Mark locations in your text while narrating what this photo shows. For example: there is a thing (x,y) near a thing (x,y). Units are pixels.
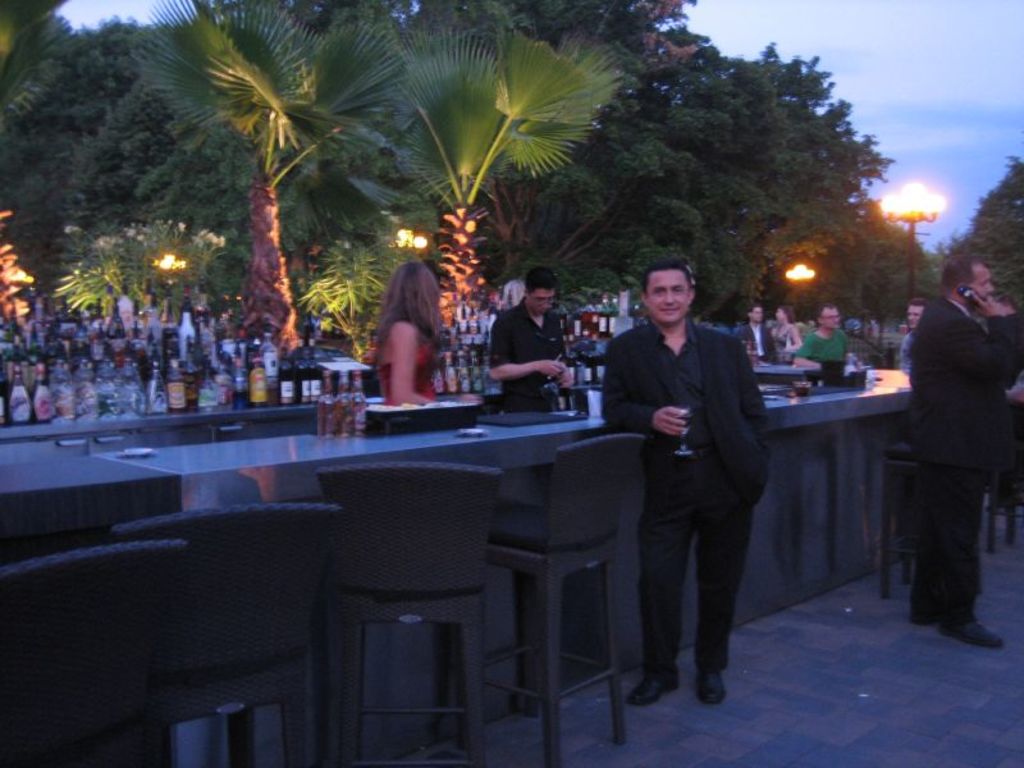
This is the picture of a place where we have a long desk (883,419) on which some things (64,389) are placed and some people (705,546) standing around the desk (534,462) and some chairs (450,469).
